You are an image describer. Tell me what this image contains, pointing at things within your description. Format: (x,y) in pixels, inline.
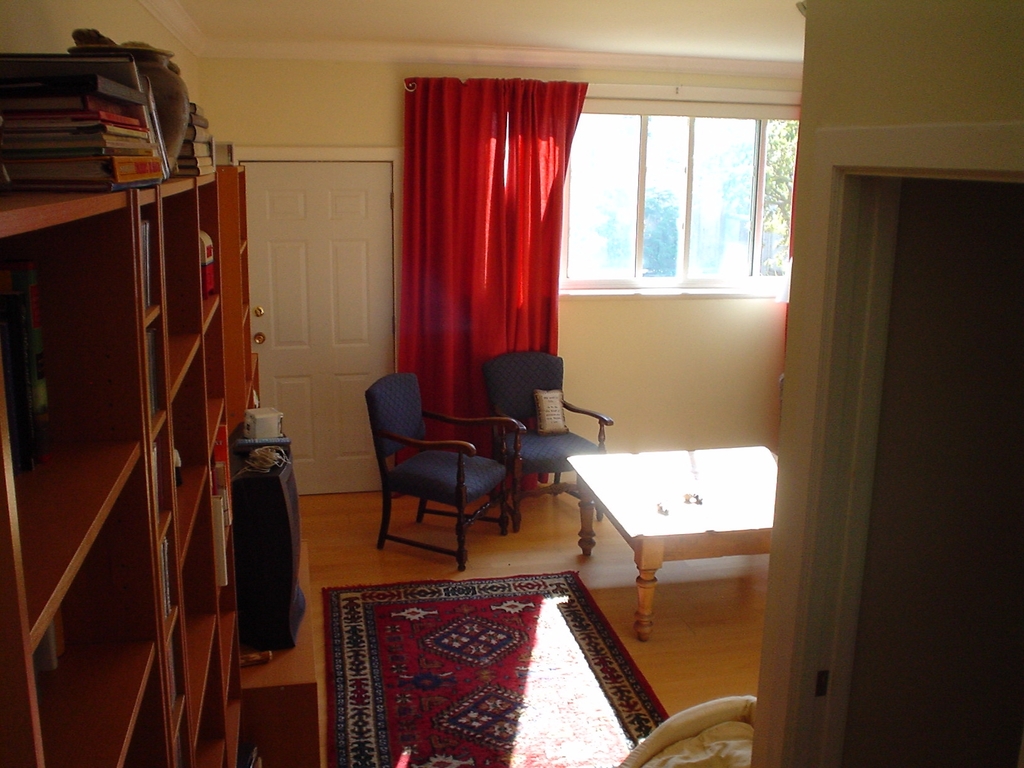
this picture is taken inside the room (455,575). In this image there is a carpet (464,648) on the floor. On the left side (148,428) there is a cupboard (207,310) in which there are books (165,560). On the right side (684,494) there is a table (696,513), Beside the table (727,487) there are two chairs (510,419). In the background (573,229) there are glass windows (612,192) which are covered with the red curtains (481,181). Beside the curtains (460,190) there is a door (301,247). On the left side (262,515) there is a machine (265,521). On the right side (892,575) bottom there is a door (879,534).
